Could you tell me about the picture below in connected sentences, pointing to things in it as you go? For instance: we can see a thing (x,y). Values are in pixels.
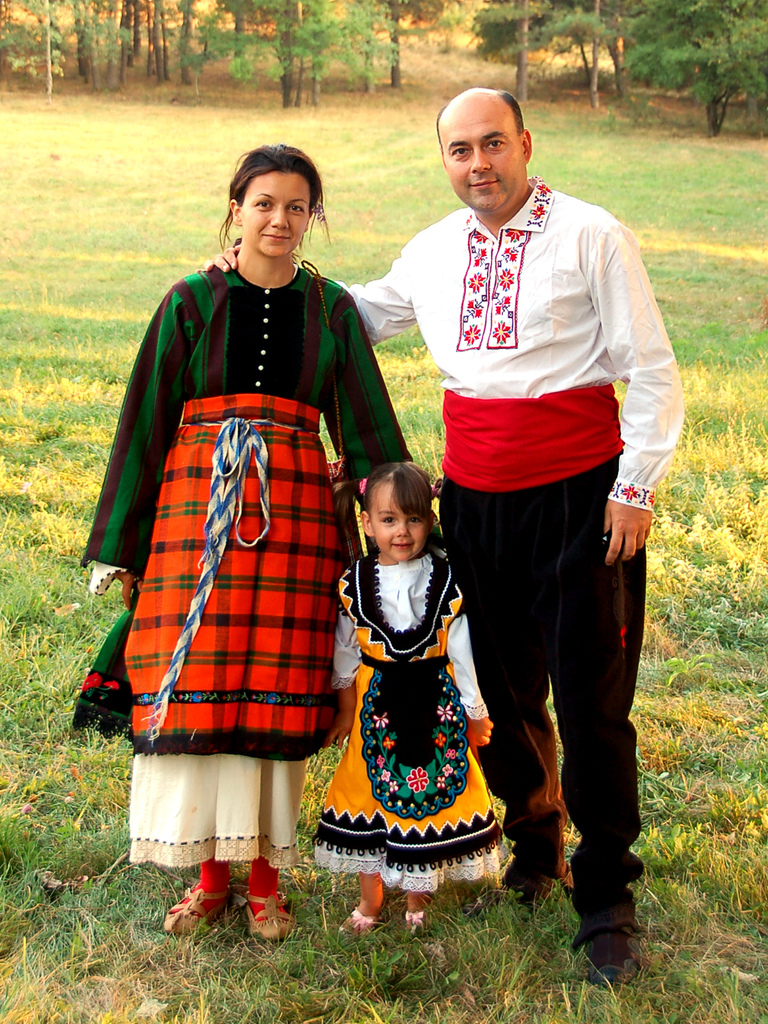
In the center of the image (510,357) we can see man (489,344), woman (229,385) and girl (349,760) standing on the grass (571,950). In the background (470,25) we can see trees (267,45) and grass (269,98).
